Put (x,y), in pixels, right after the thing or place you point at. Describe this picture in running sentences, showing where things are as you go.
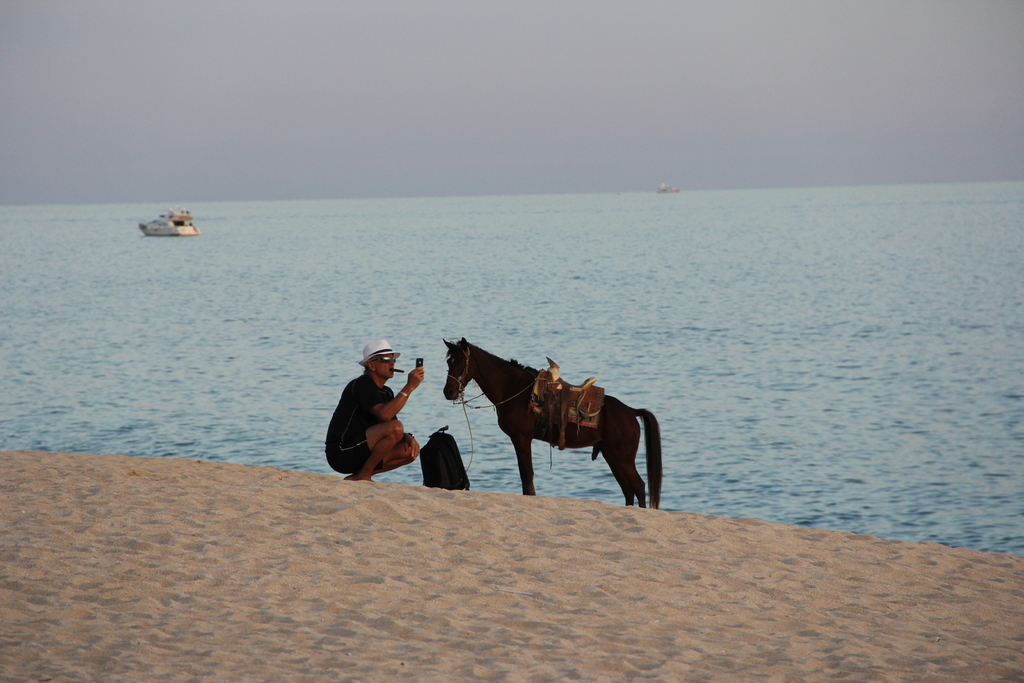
In this picture, we can see a person (389,396) holding an object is smoking, and we can see horse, ground (419,540) with sand (436,518), a bag (431,482), water (630,338), boats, and the sky (664,173).
